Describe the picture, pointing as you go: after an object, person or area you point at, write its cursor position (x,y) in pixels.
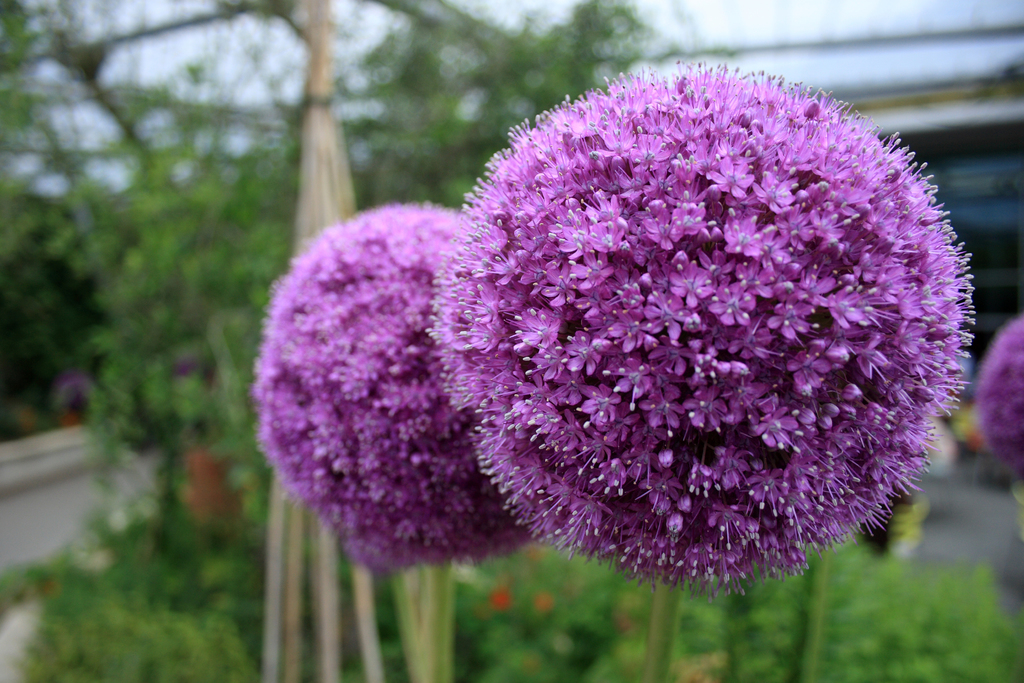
This picture is clicked outside. On the right (744,155) we can see the two flowers (539,355). In the foreground (907,607) we can see the plants (464,627) and some objects (300,182). In the background (931,23) there is a sky (758,20), trees (534,94) and some other objects (989,191).
